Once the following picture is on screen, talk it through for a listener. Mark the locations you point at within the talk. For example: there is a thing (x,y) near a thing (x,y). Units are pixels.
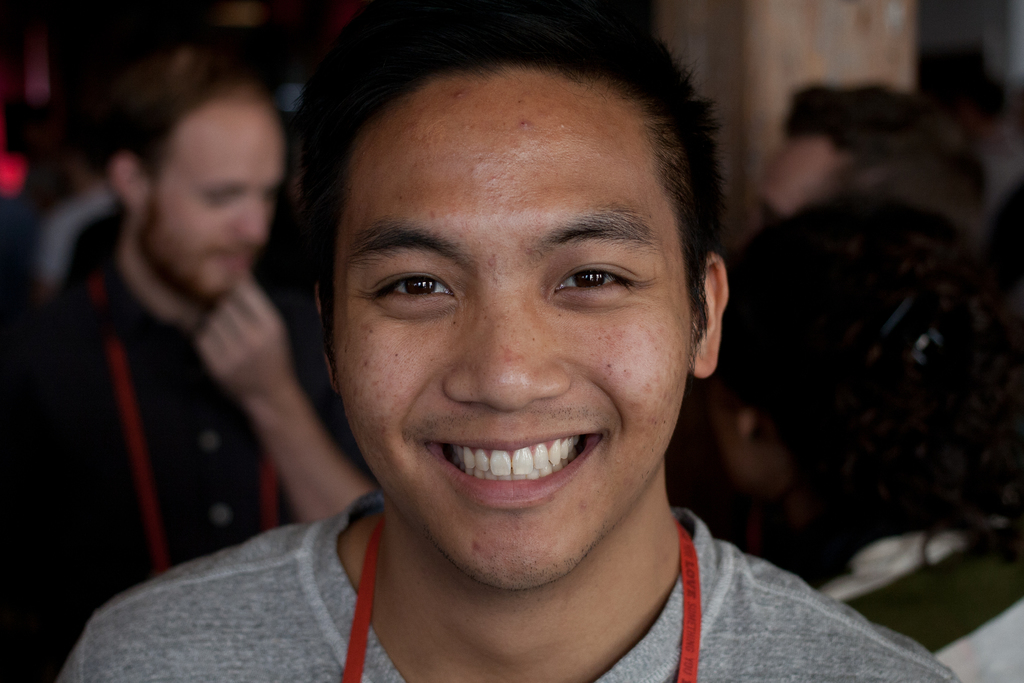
There is one person (525,495) smiling and wearing a grey color t shirt (261,612) at the bottom of this image (550,582) and there are some persons (132,306) in the background (117,385).
